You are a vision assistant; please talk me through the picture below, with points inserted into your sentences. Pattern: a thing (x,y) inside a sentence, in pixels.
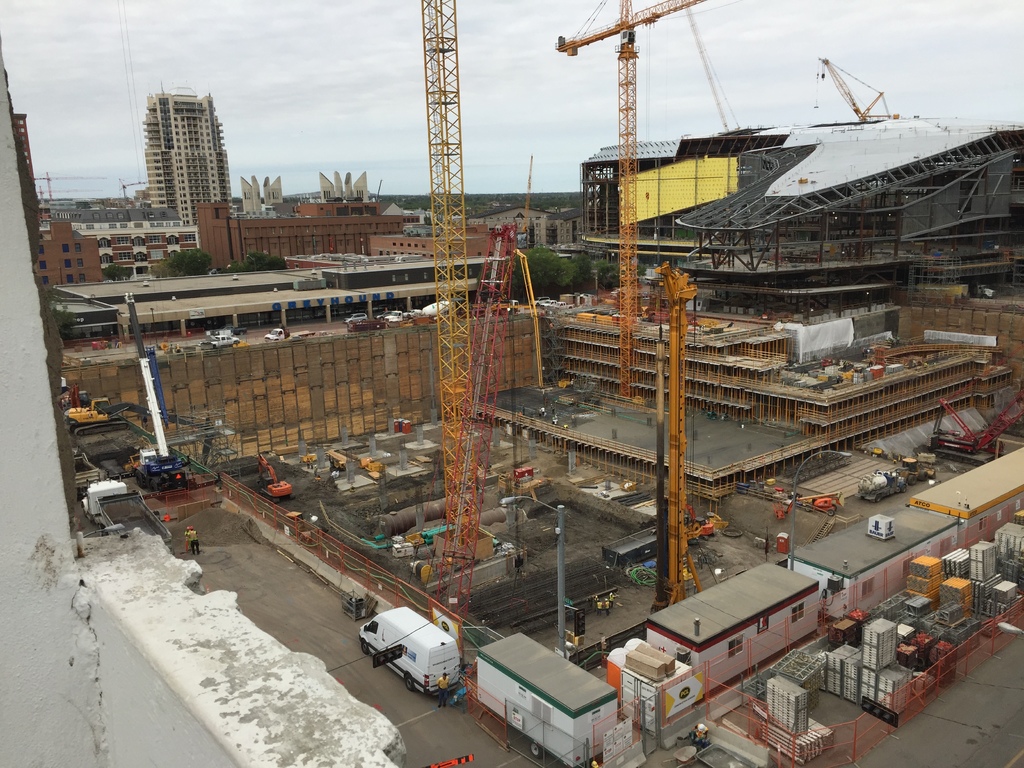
This image consists of construction site (413,475). There are cranes (466,498) and cabins (490,686) along with the vehicles (457,662). In the background (757,213), there are buildings (767,200). At the top (295,83), there is a sky (308,82).
